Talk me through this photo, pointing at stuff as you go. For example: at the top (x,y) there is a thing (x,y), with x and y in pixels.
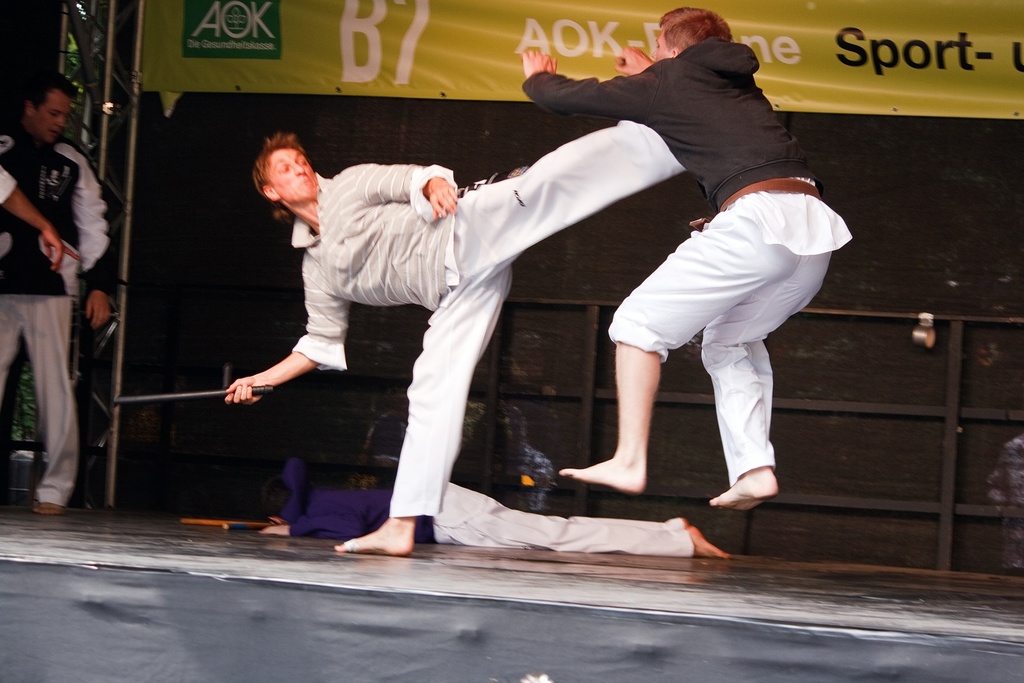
In the middle of the picture (453,285), the man (374,266) in grey T-shirt (373,268) is holding a black color stick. He is practicing martial arts with the man (600,99) who is wearing a black jacket (753,170). Behind him, we see a man (367,511) in purple jacket (338,517) is lying on the floor (595,556). On the left side (65,215), we see a man (40,274) in white and black T-shirt (56,182) is standing. In the background (100,331), it is black in color. At the top of the picture (502,48), we see a green color banner (539,26) with some text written on it.
